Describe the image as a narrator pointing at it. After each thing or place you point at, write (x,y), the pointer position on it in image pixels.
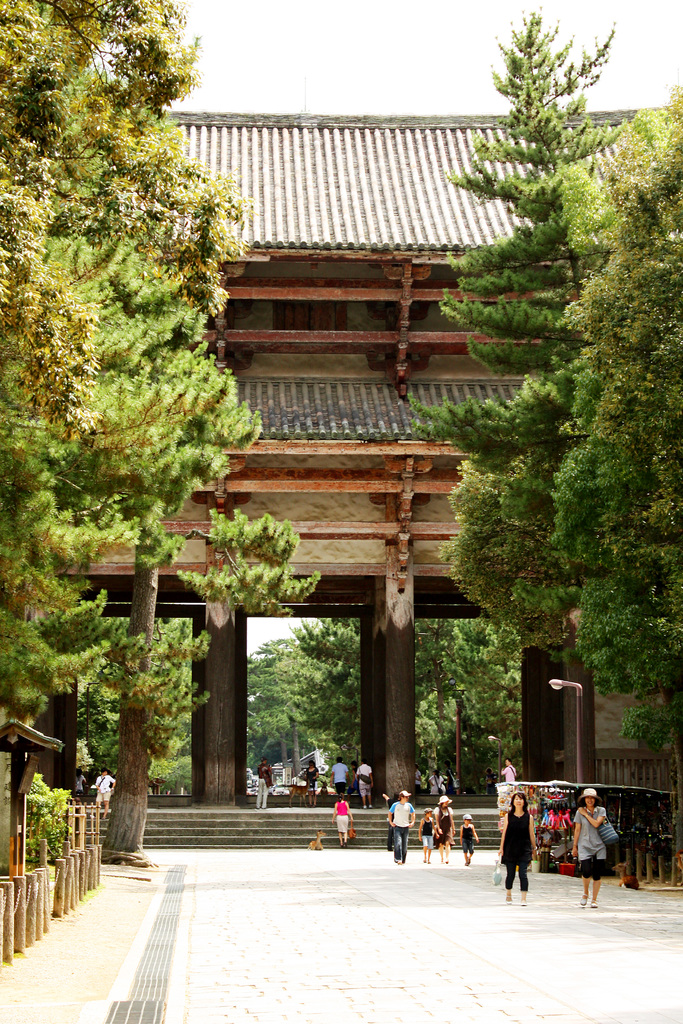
This picture is clicked outside. In the center (335,449) we can see the group of persons (528,817) and we can see the trees (673,368), lamppost (556,682), pillars (237,740), house (402,369) and some other objects (348,791). In the background (368,61) we can see the sky (345,43) and the trees (319,701) and the group of persons (267,776) and we can see the stairs (296,829) and some other objects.
